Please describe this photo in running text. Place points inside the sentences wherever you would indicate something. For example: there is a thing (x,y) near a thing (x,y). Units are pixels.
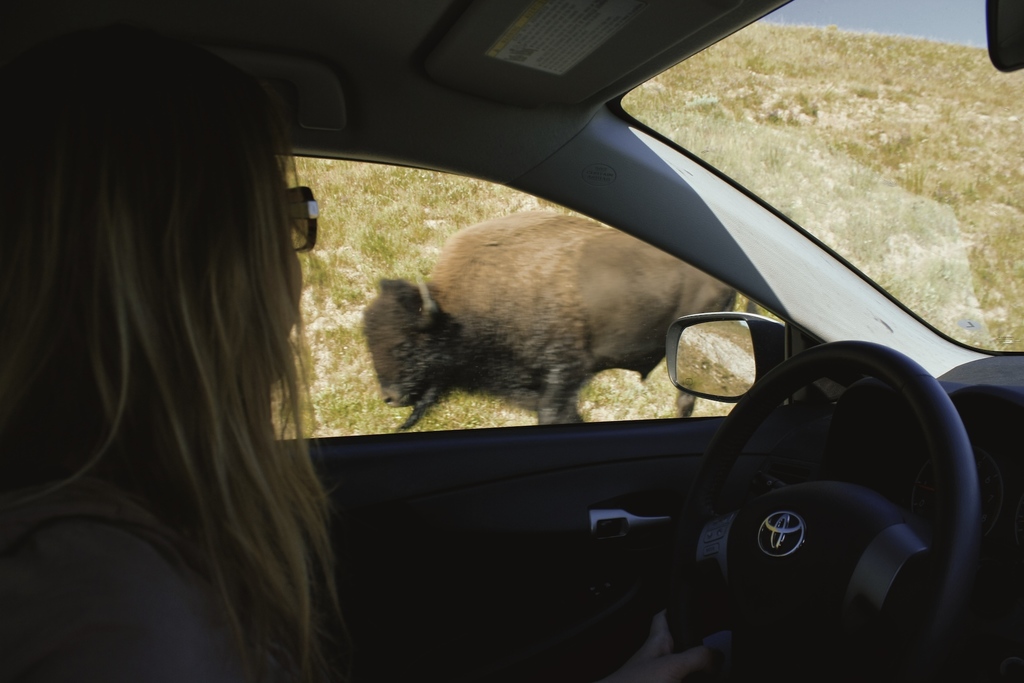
In this image I see the inside view of vehicle (597,631) and I see that there is a woman (206,355) who is sitting and holding the steering (752,544) in one hand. In the background (578,373) I see an animal (398,345) over here and I see the grass (404,262).
